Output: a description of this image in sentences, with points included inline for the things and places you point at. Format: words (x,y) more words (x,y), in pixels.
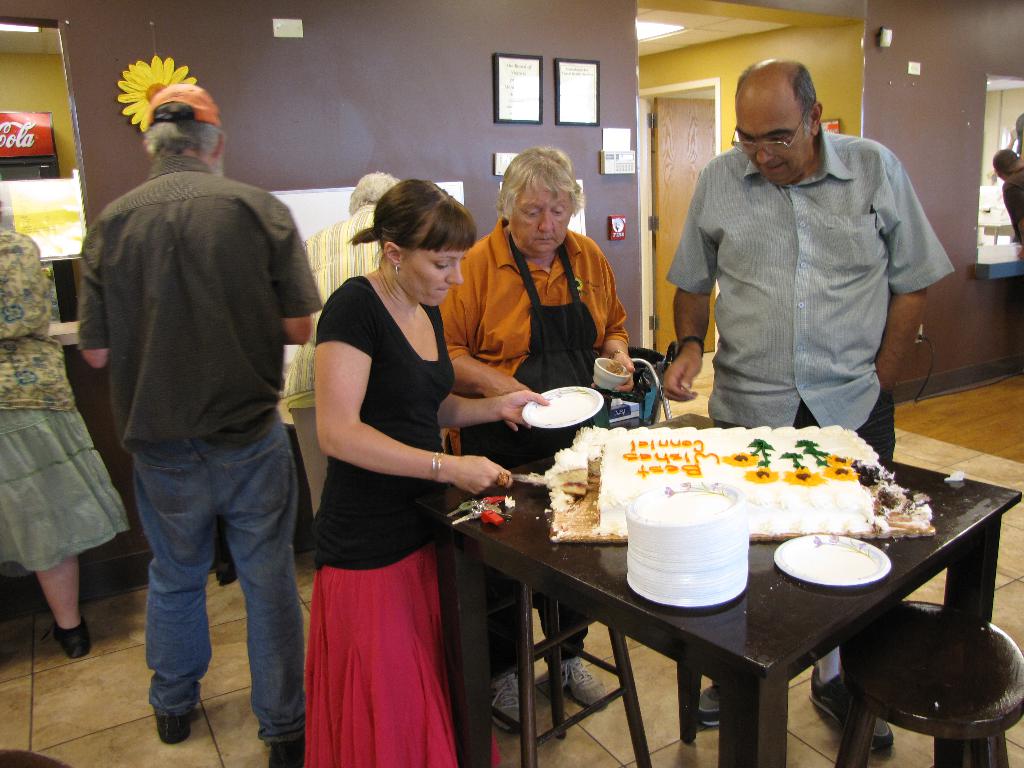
In this image there are seven persons (532,256). Three of them are standing behind a table (508,511). On the table (770,551) there is a white color cake (705,466) and plates (724,584). On the bottom right corner (1001,702) there is a chair (962,666). On the background (235,343) there are three person (231,298) who are standing near to the desk (89,381). On the left corner (55,167) we can see a fridge (24,147). On the wall (552,112) there are photo frames (568,104), besides it we can see a door (671,156).
